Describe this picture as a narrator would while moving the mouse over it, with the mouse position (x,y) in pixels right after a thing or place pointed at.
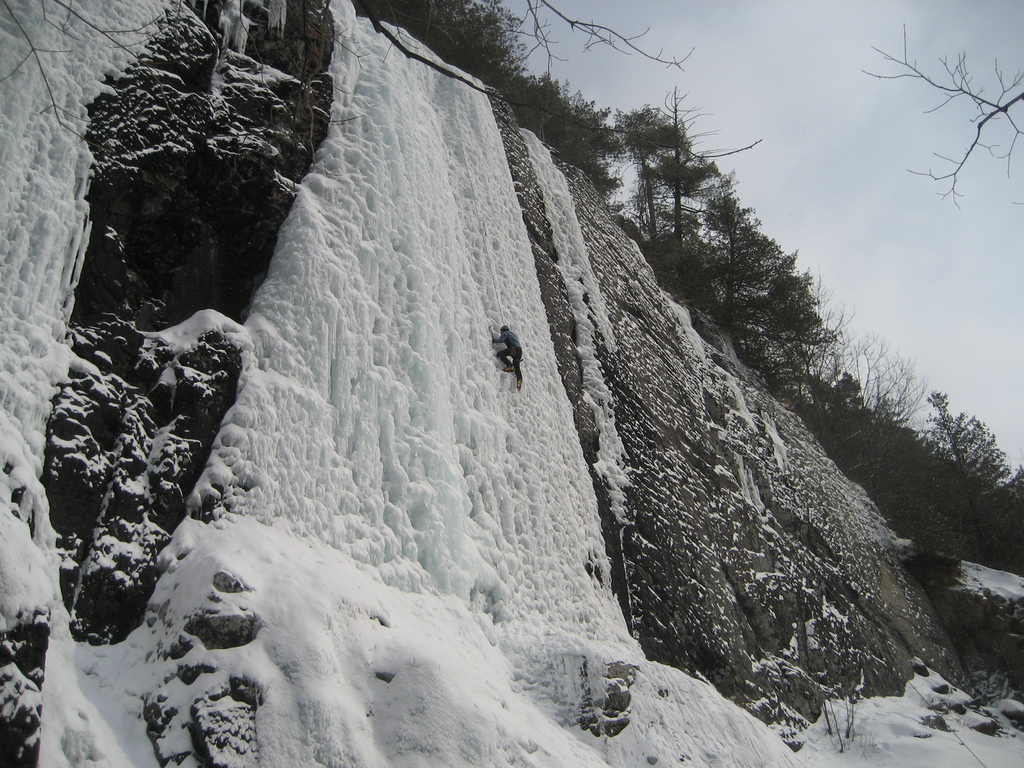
In the foreground of this image (409,429), there is a person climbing on the cliff (263,210) which is having snow (343,331) on it. Behind it, there are trees (918,484) and the sky (839,144).
